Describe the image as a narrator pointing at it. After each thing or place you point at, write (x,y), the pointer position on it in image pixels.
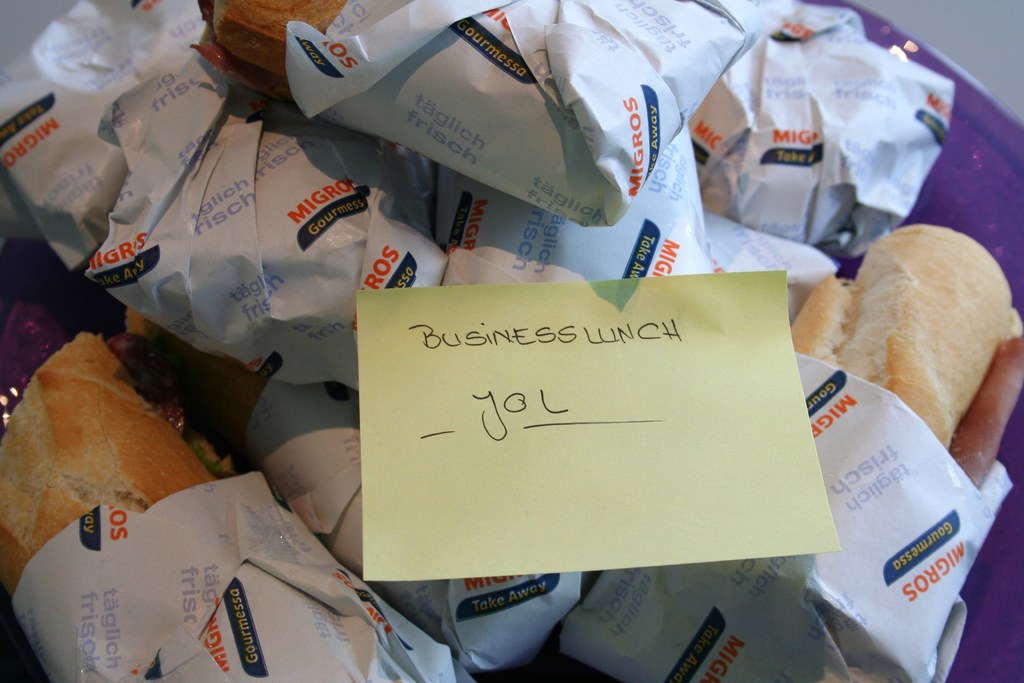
In this given picture, We can see multiple packed food items (385,152) and top of food items (440,286), We can see a small piece of paper (441,382) something written on it.
